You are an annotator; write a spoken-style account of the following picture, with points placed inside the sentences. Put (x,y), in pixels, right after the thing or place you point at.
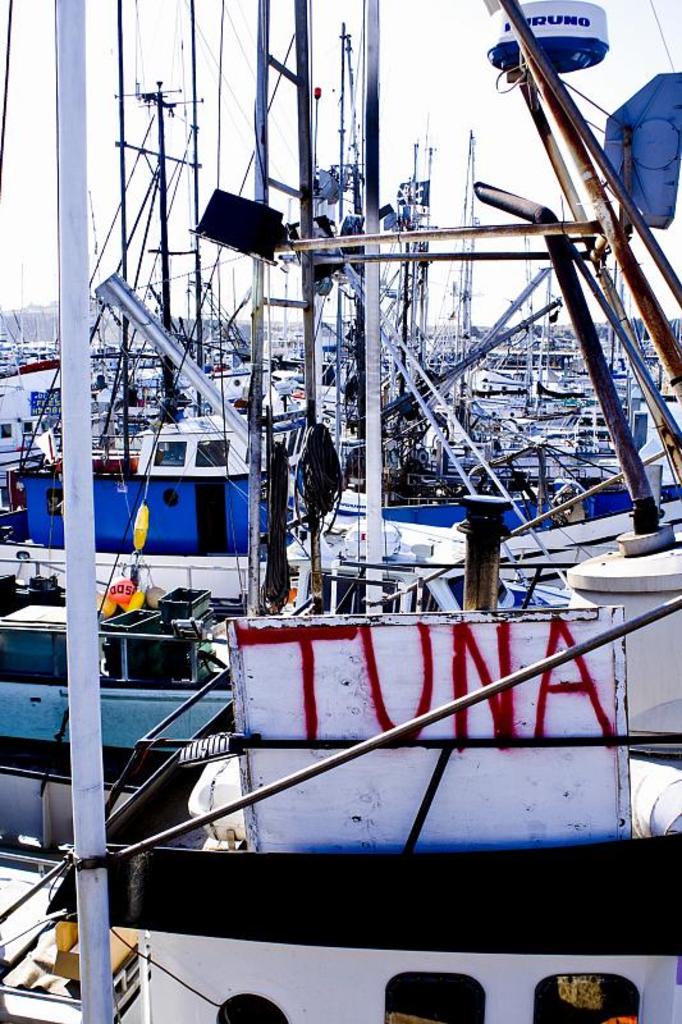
In the picture we can see a number of boats (573,941) with poles (541,450) and in the background (521,169) we can see a sky (501,177).
